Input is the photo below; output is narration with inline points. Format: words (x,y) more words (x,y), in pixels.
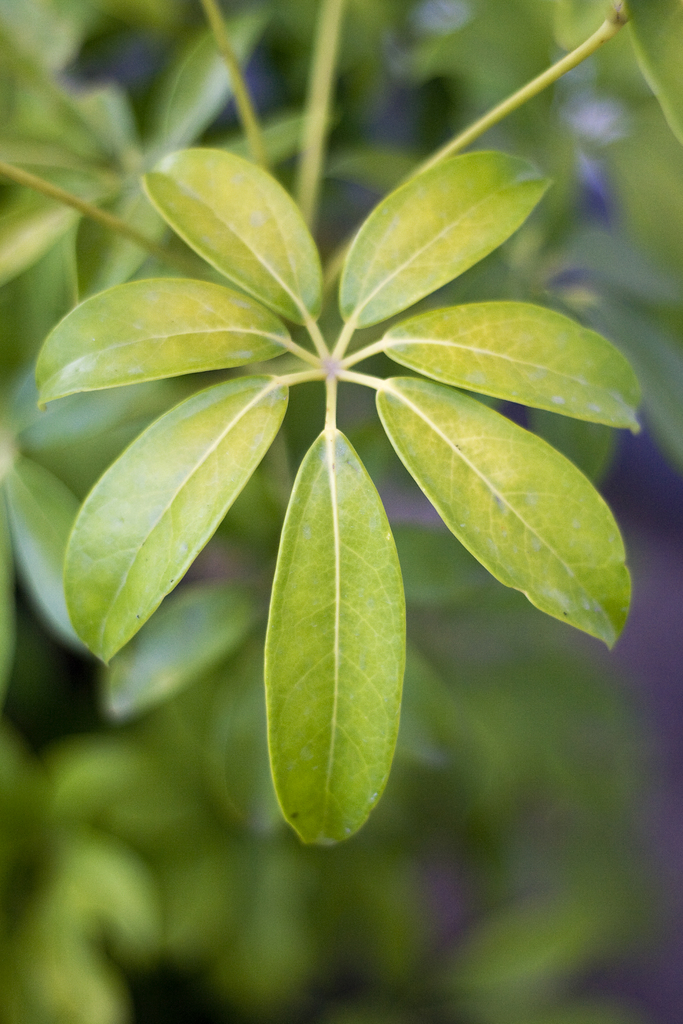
In the foreground of this image (399,325), there are seven leaves (489,364) to a plant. On right side of the image (661,730), there is the path (669,669).
